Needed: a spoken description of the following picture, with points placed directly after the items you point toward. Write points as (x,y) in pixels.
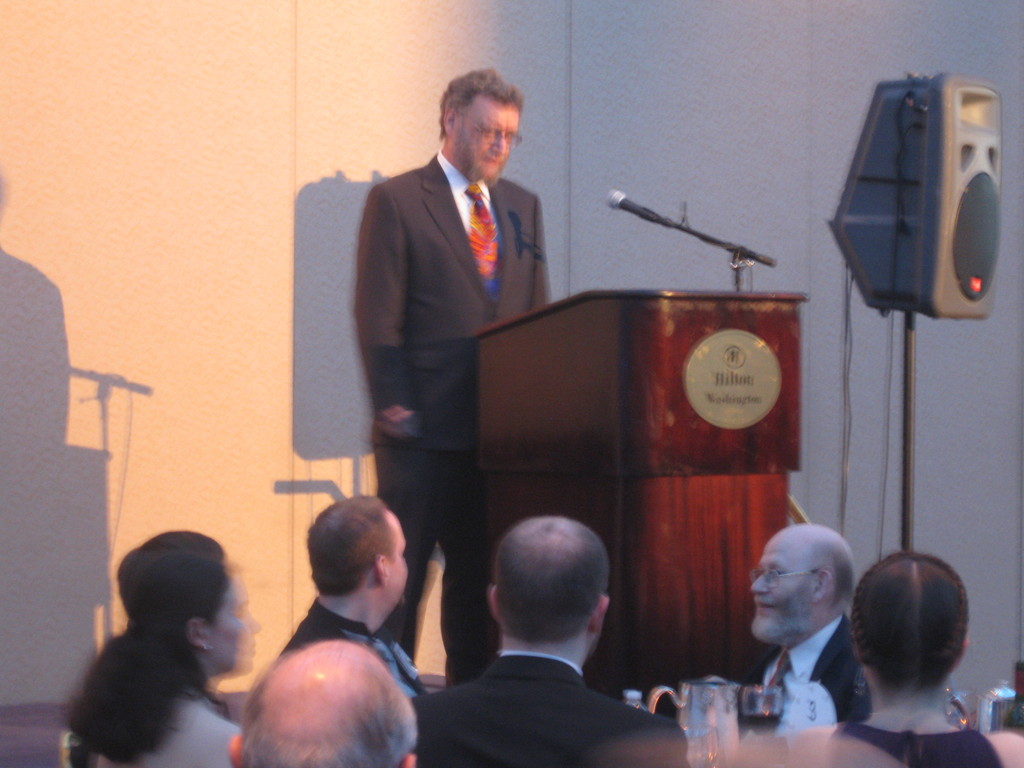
This picture might be taken inside a conference hall (554,563). In this image, we can see a group of people (914,571) and some jars (732,699), wine glasses (746,715). On the right side (928,248), we can see a speaker (928,231), we can also see a man (449,282) standing in front of the podium (700,409), on that podium (689,328), we can see a microphone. On the left side (35,338), we can see a shadow (46,536) of a person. In the background (313,168), we can see a wall (254,198).
